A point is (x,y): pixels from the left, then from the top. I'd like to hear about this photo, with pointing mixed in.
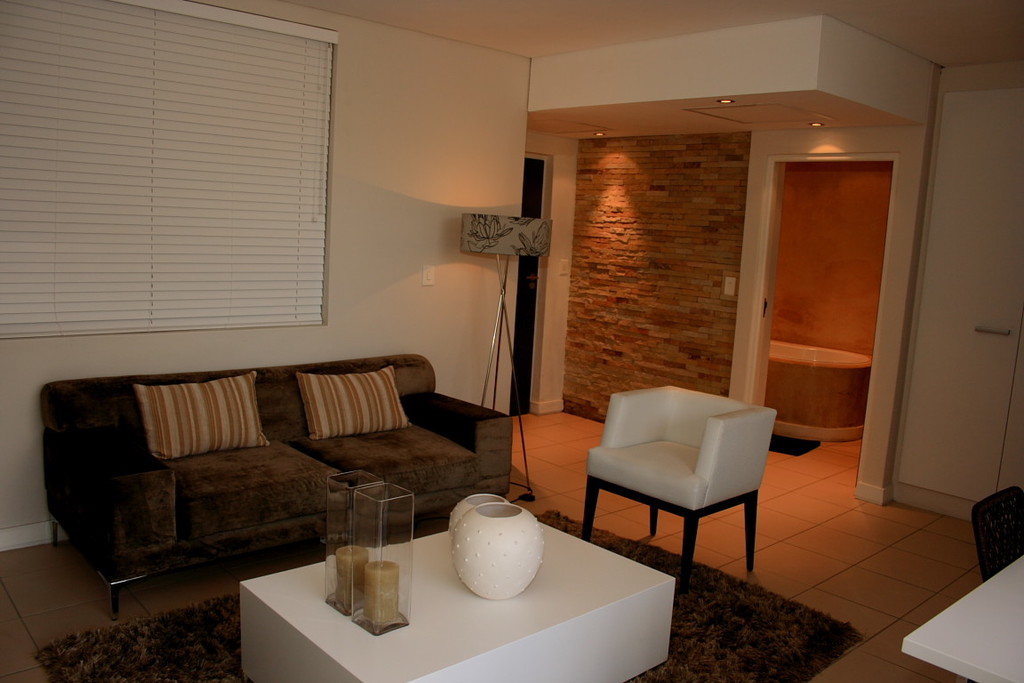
there is a living room (297,293) in which sofa (274,421) table (589,566) and lights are present.
